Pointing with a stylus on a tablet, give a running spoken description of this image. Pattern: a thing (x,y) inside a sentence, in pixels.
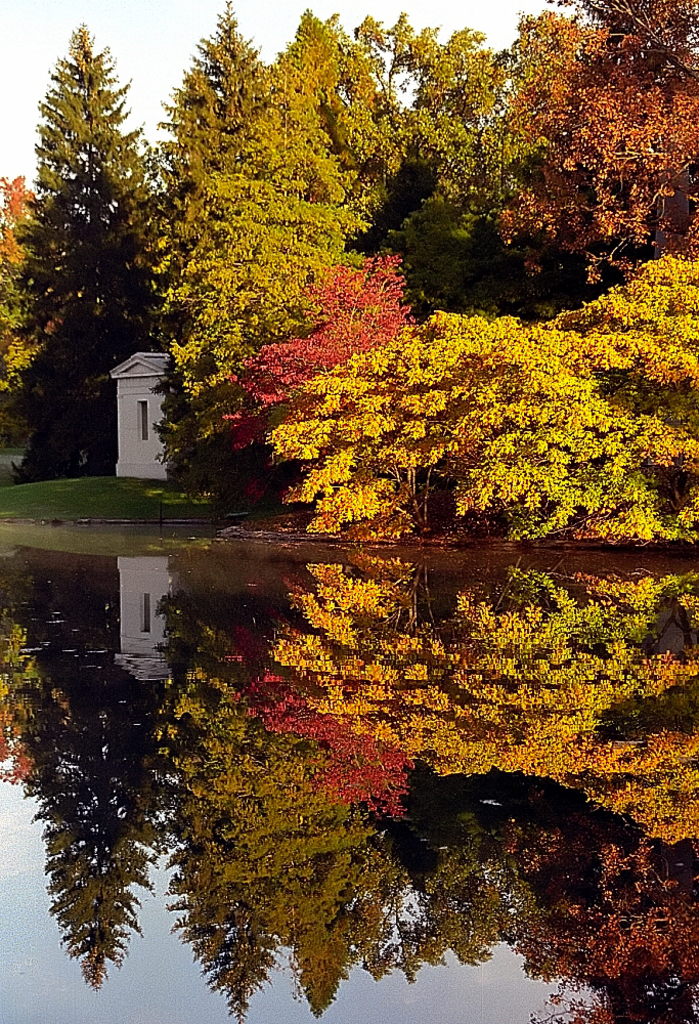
At the bottom of this image (328,771), there is a mirror image (137,599) of trees (280,806), plants (387,652) and a building (139,646) on the water (264,733). In the background (620,314), there are trees (537,278), a building (156,470) and grass (61,517) on the ground (286,510) and there are clouds (40,41) in the sky (198,35).
